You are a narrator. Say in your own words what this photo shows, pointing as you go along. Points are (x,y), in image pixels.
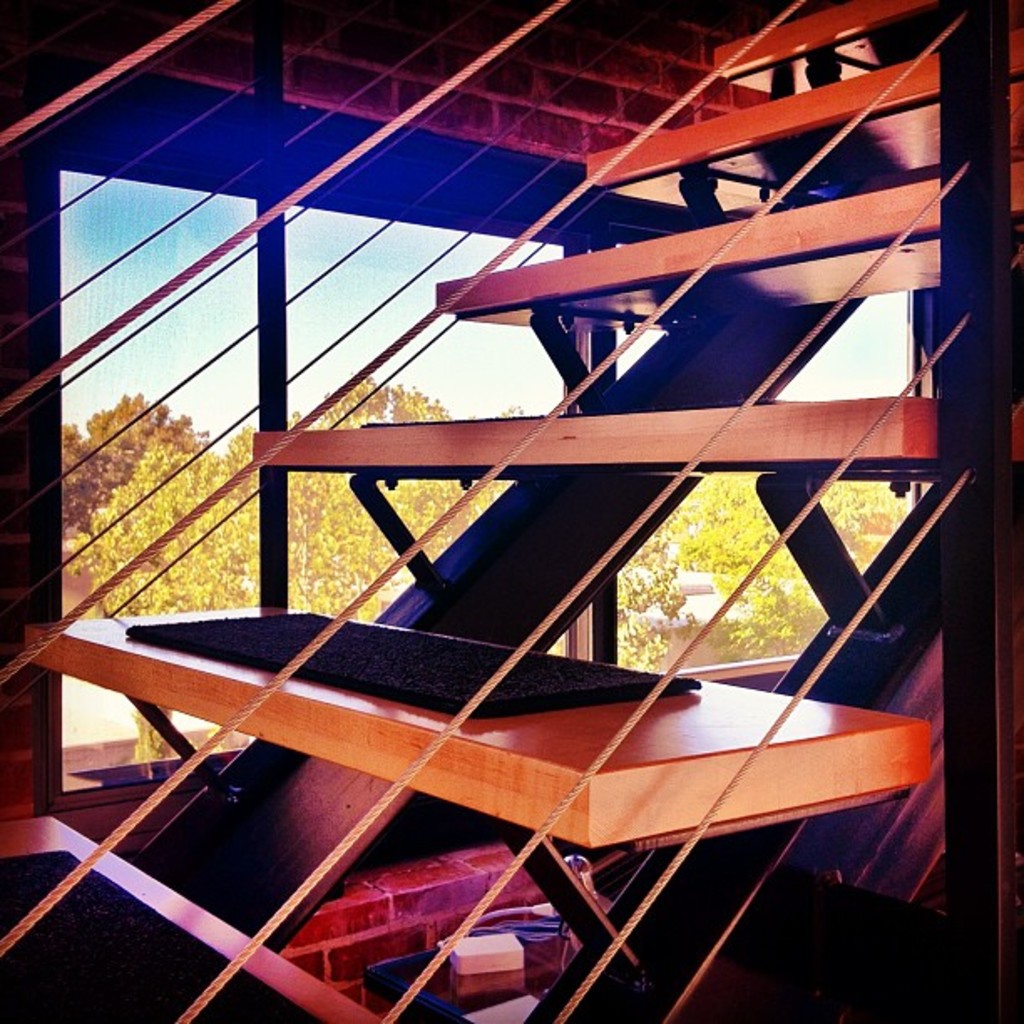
In this image we can see staircase (439,626), objects (534,939), windows (306,327) and wall (433,113). Through the window glasses (384,608) we can see trees (291,537) and clouds (517,331) in the sky (234,361).
